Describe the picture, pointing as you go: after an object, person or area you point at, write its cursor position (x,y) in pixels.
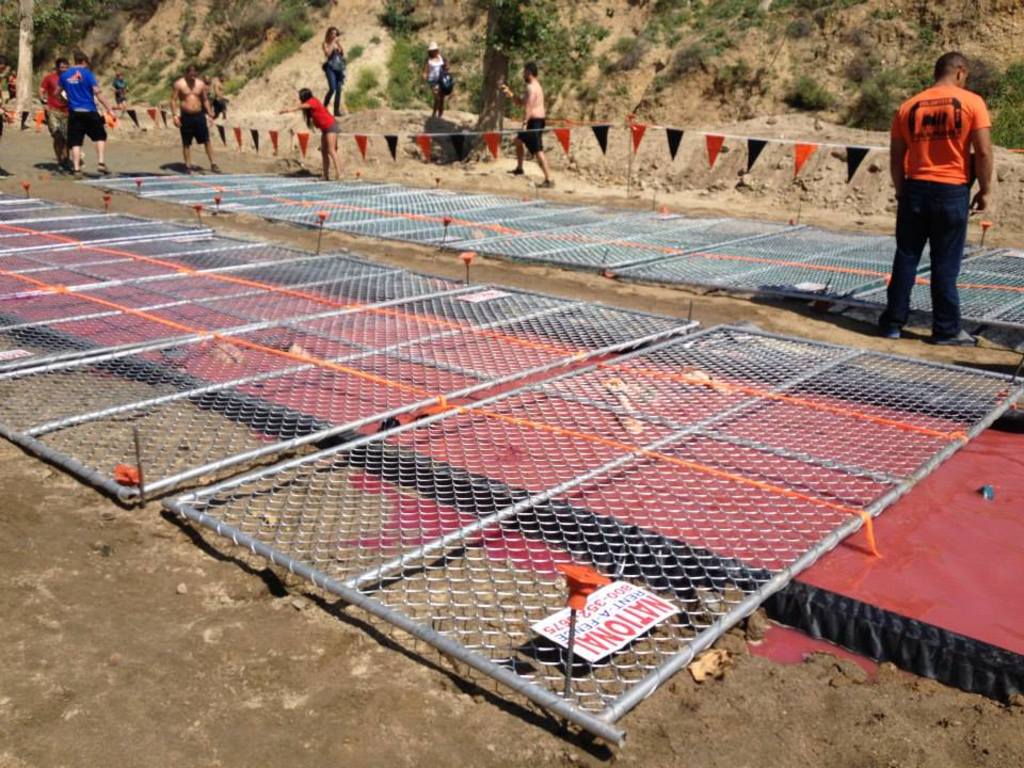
In this picture we can see some people (79,149) standing and on the path (127,569) there is a fence (305,471) and on the fence (148,328) there is a board (552,614) and other things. In between the people (328,141) there is a rope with some decorative papers (305,141). Behind the people (200,141) there are plants (242,33).
